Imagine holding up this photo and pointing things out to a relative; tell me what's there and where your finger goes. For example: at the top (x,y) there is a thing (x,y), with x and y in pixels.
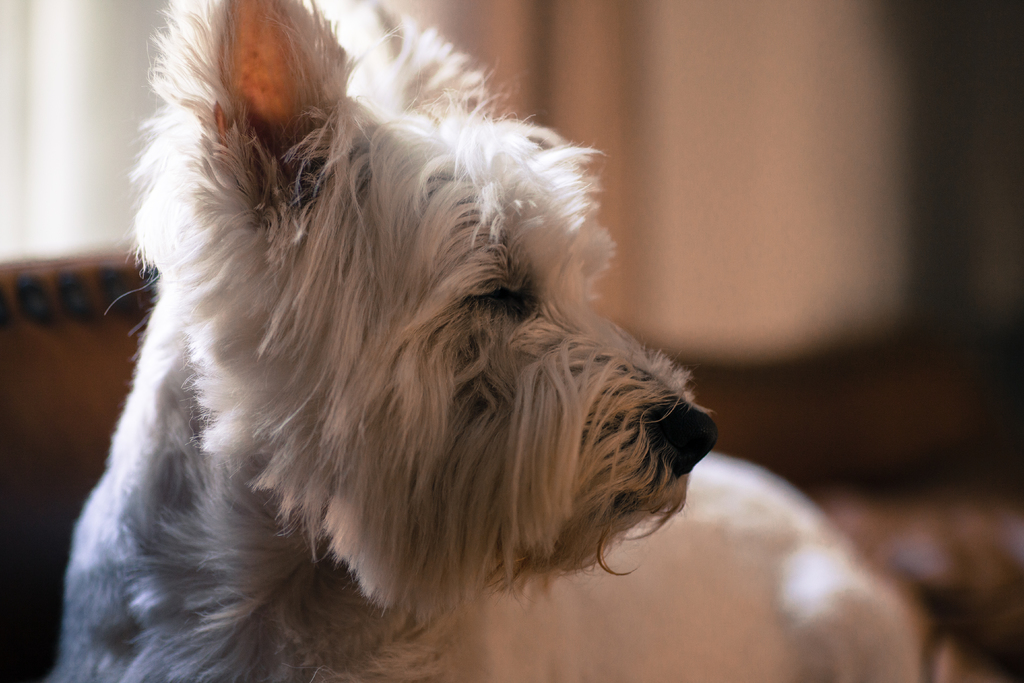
In this image we can see an animal (417,373). In the background (42,428) the image is blur but we can see objects (90,387).
